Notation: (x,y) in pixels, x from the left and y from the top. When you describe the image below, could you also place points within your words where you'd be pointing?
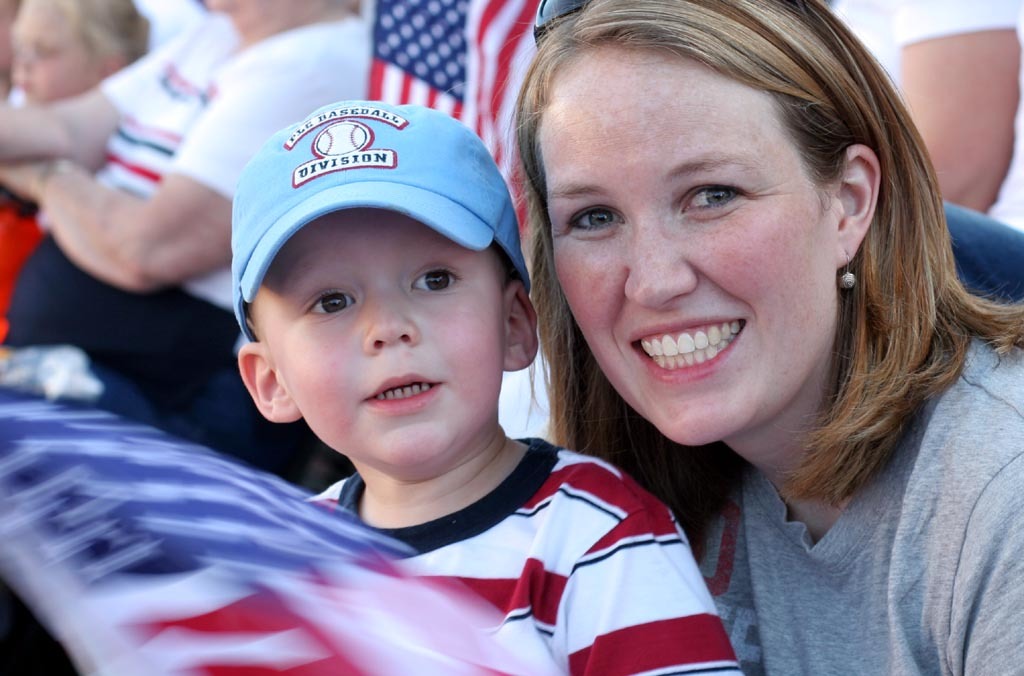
In this image there is one women (733,361) sitting at right side of this image (745,341) is smiling and there is a kid (475,493) in middle of this image (355,421) is wearing a cap (310,159) and there are some other persons (137,200) sitting at left side of this image (103,195). There is a flag (460,74) at top of this image (447,54), there is one another flag (331,509) is at bottom of this image (227,570).
